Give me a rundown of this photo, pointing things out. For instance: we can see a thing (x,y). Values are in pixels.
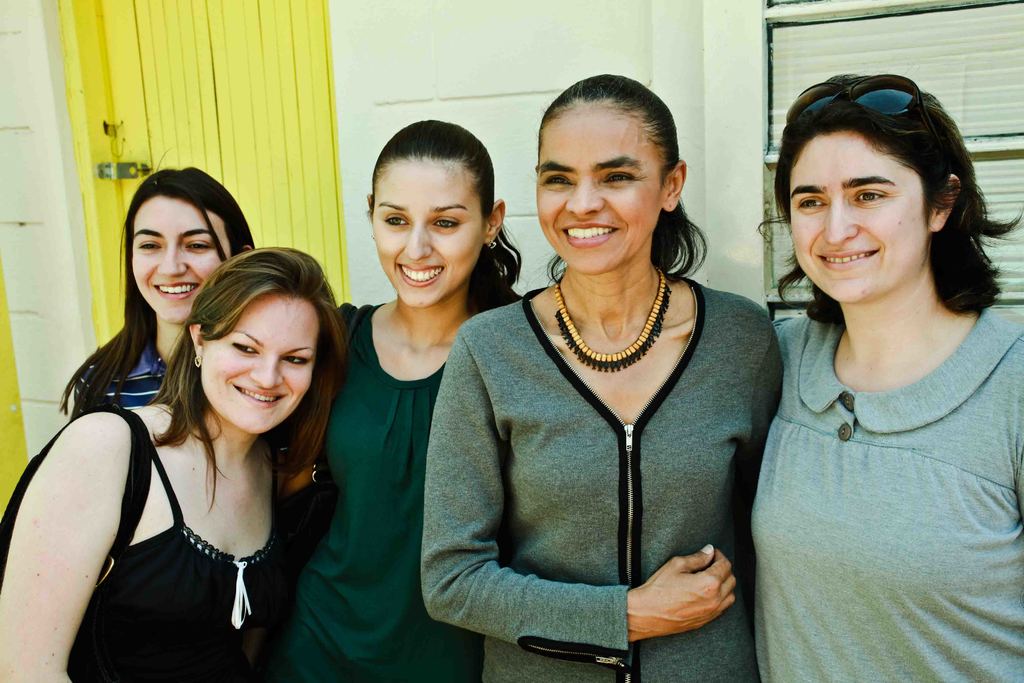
In this image we can see few ladies (316,289). They are smiling. Lady (840,139) on the right (835,280) is keeping goggles (878,90) on the head (855,118). In the back (490,74) there is a wall (561,41).
